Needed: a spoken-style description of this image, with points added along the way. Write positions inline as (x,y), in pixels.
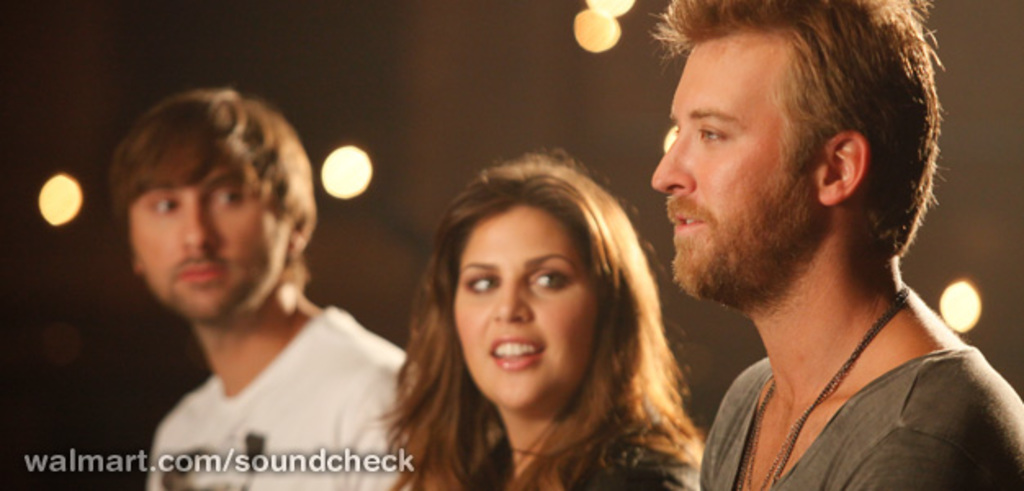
In this image there is a man (247,203) and a woman (442,313) staring into another man (739,102) who is standing on their left.
